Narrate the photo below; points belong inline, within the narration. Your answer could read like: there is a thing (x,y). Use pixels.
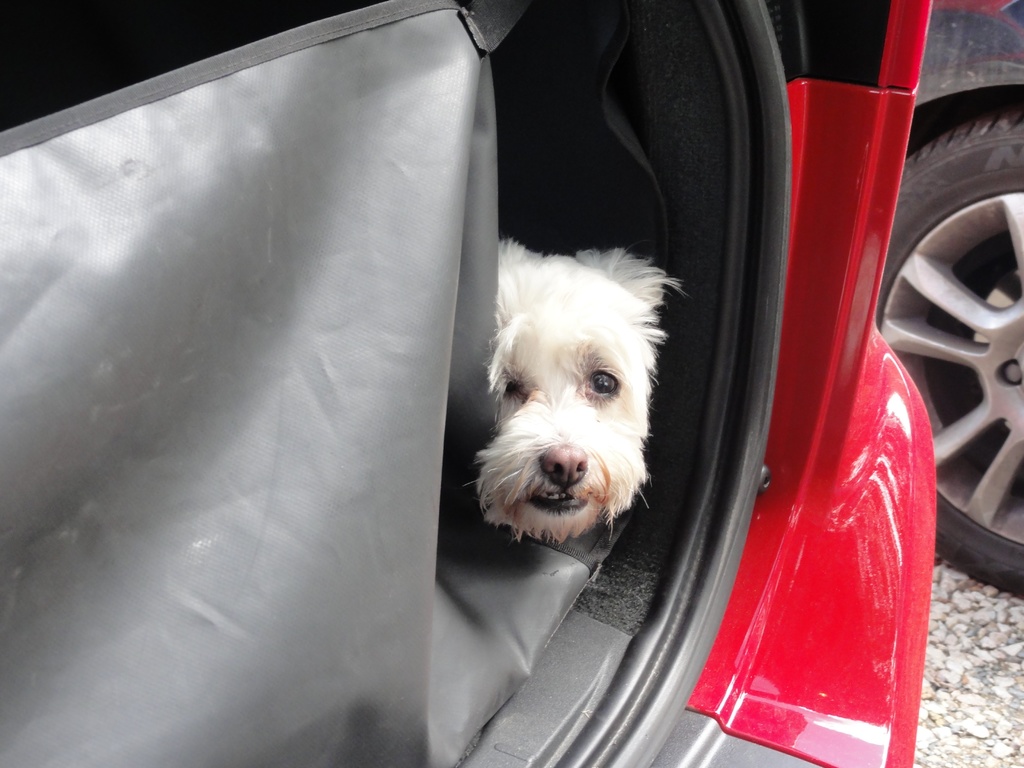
In this image I see a dog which is in the vehicle (761,183).
